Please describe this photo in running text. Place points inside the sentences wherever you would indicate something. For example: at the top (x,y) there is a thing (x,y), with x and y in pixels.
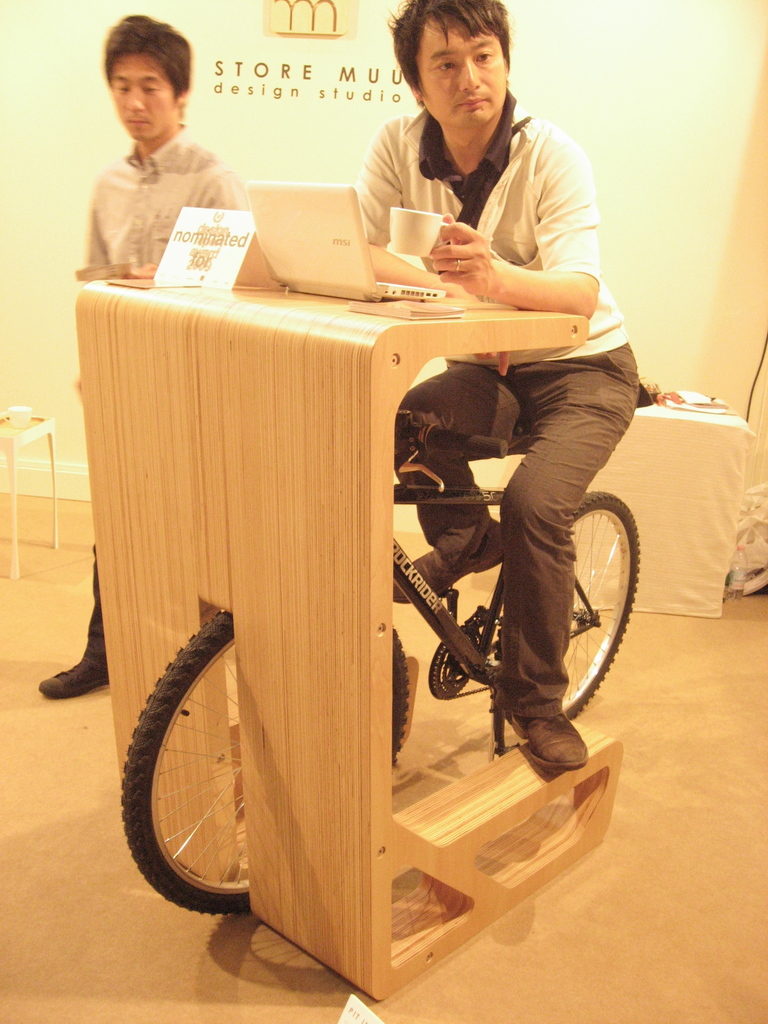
In this image these are the two persons (465,190) visible, one person (123,240) standing on the left side of the image (123,229) and another person (557,379) sit on the cycle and it is kept on the wooden table (357,362). on the table (364,343) there is a laptop (326,229).
